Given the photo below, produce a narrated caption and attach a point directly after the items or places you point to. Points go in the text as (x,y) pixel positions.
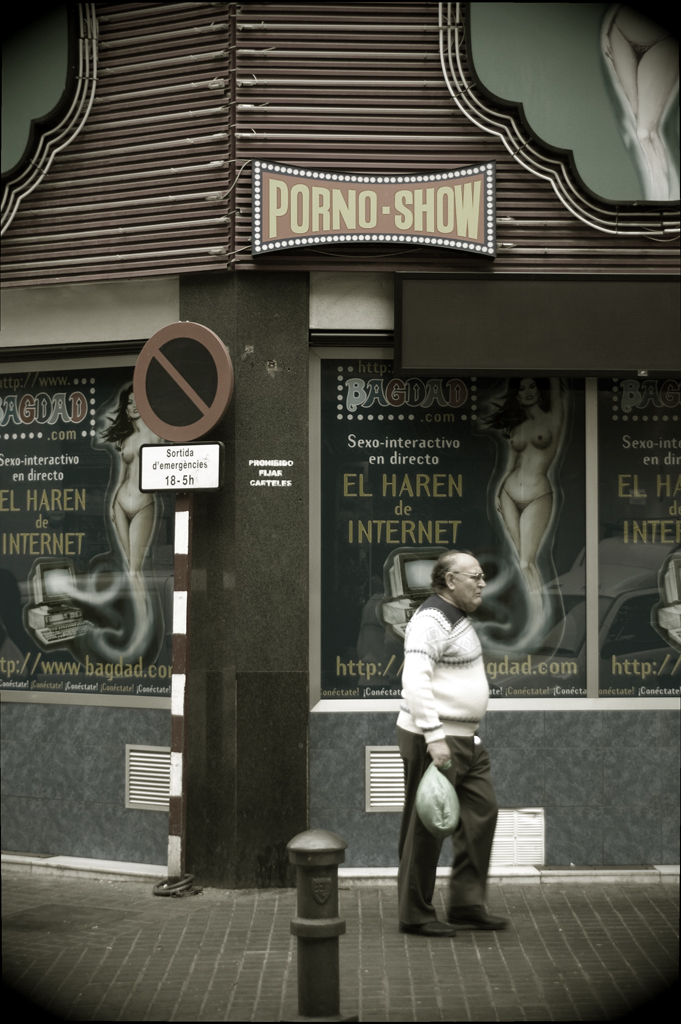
In this image I can see a man (455,756) is standing and I can see he is holding a bag (440,799). I can see he is wearing white sweater (455,656), pant (432,852) and black shoes (478,919). In the background (311,393) I can see a building (239,215), a sign board (202,355) and I can see something is written at few places.
